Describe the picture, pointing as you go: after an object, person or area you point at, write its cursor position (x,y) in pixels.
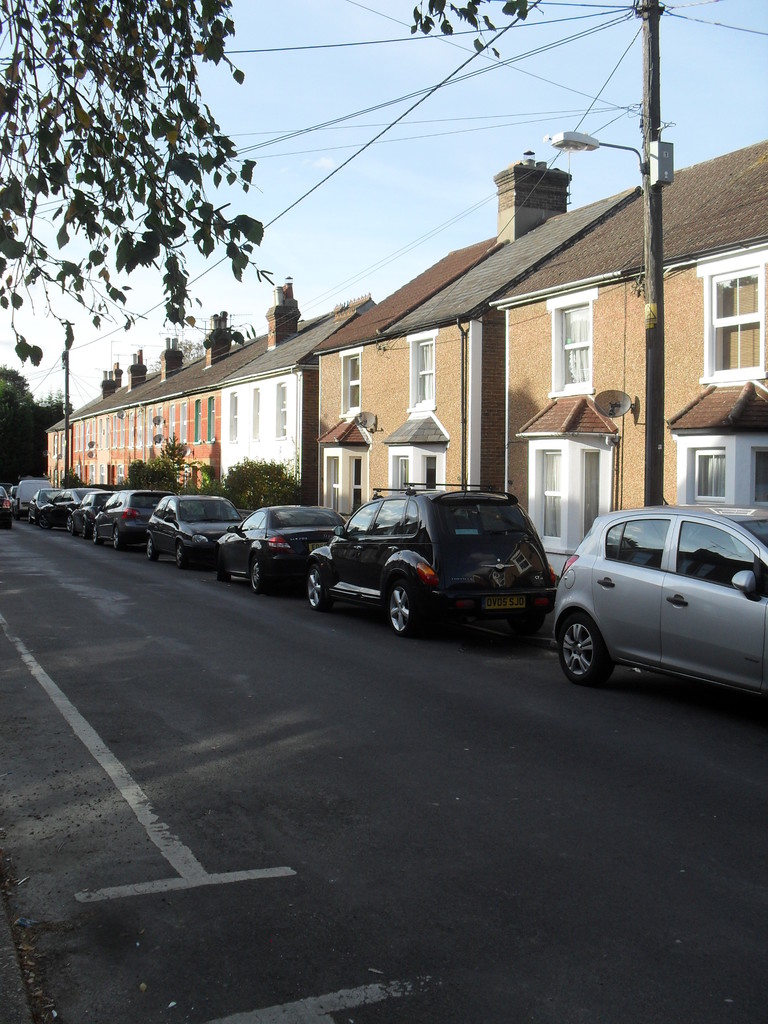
At the top (318,119) there is a sky (272,117). We can see trees (15,292). Here we can see pole (659,194) and a light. We can see buildings (395,364) with windows (727,350). On the right side of the picture (675,611) we can see cars (449,565) on the road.
